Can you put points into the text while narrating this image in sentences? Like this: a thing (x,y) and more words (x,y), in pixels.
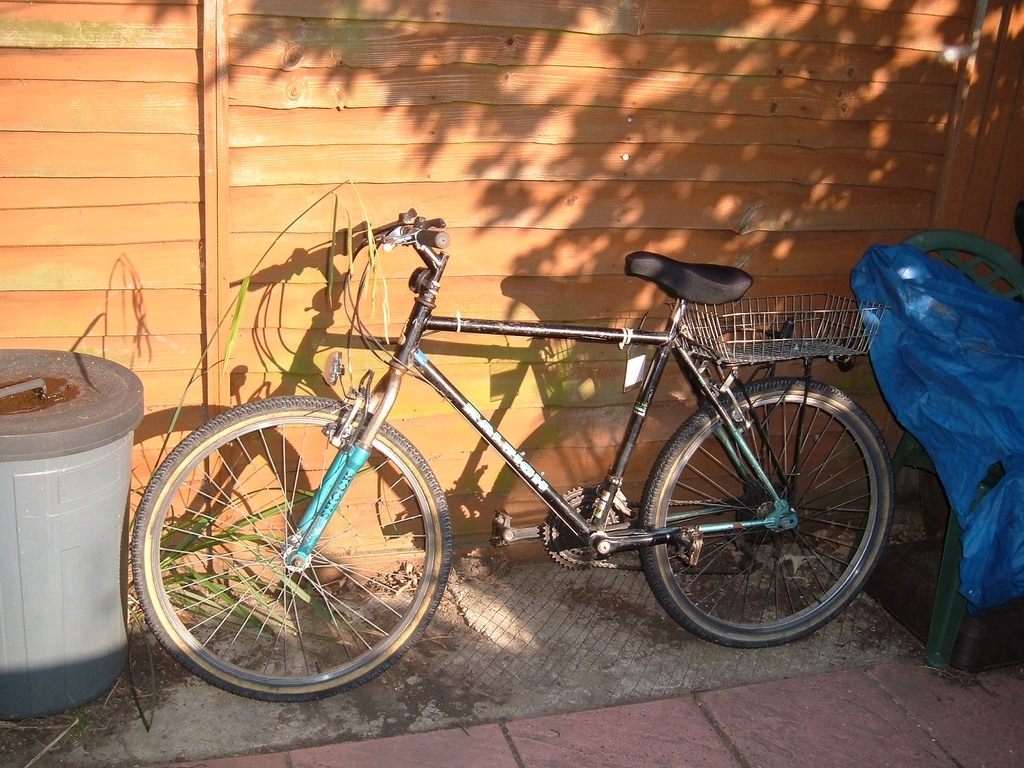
In this image we can see a bicycle (649,397), an object (68,464), a chair (960,263) and a cover (965,286) on the chair (955,544) near the wall (387,132).
